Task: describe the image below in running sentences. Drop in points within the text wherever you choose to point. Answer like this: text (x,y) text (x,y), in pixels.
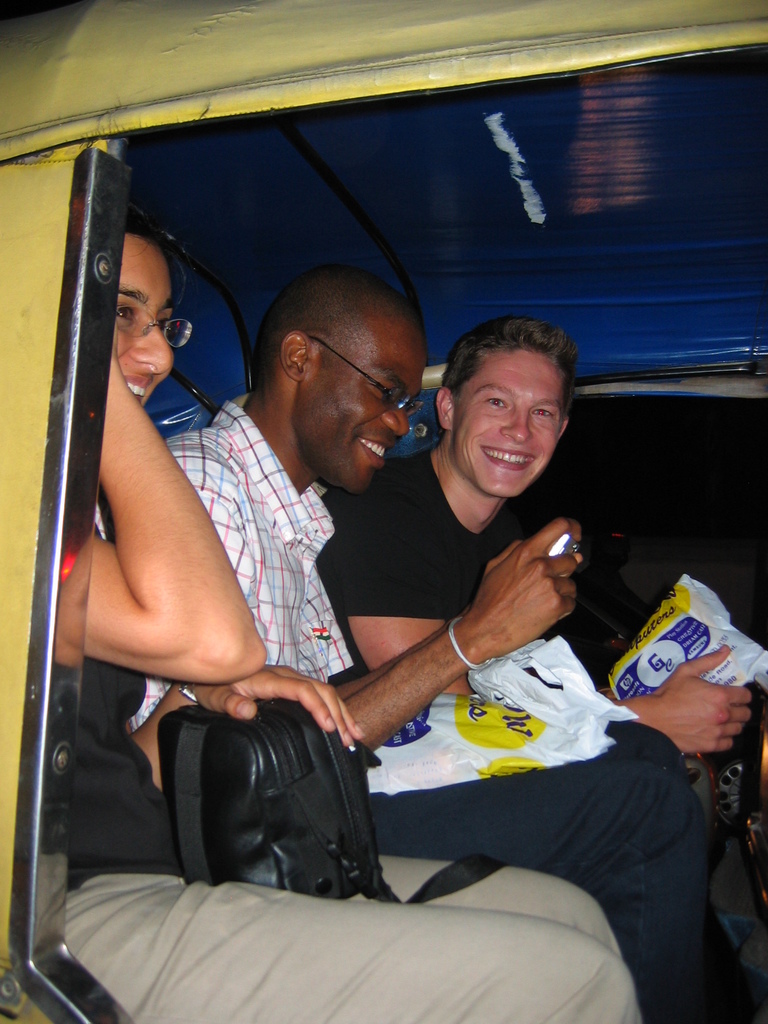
In this image we can see three persons (258,444) sitting in a motor vehicle (193,371) and holding bags (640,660) and polythene bags (436,702) in their hands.
